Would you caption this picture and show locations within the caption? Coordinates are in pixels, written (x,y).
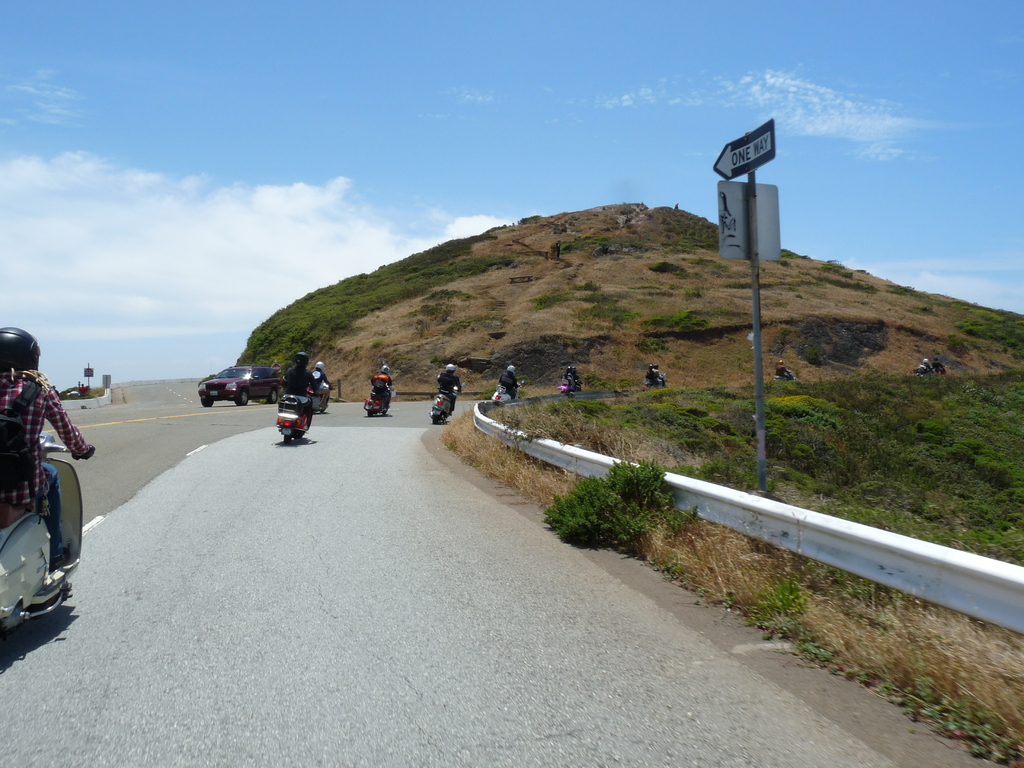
In this image I can see a car (233,383) and few people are sitting on the bike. I can see sign boards (741,192) and poles (753,226). Back Side I can see mountain (546,236) and green grass (740,403). The sky (310,113) is in blue and white color.
